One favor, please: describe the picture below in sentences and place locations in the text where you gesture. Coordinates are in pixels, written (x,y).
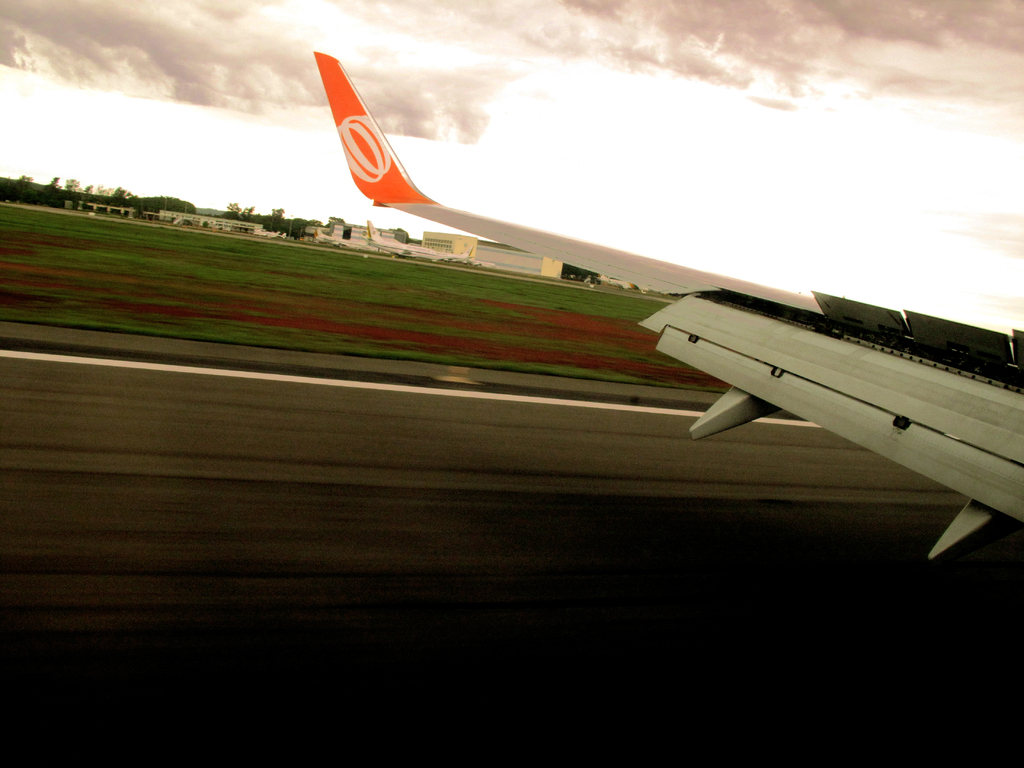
In this image I can see wing (580,261) of an airplane (827,409) and on this I can see logo (354,140) is printed. In the background (160,303) I can see grass (391,294), buildings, trees (290,226) and clouds (298,89).
